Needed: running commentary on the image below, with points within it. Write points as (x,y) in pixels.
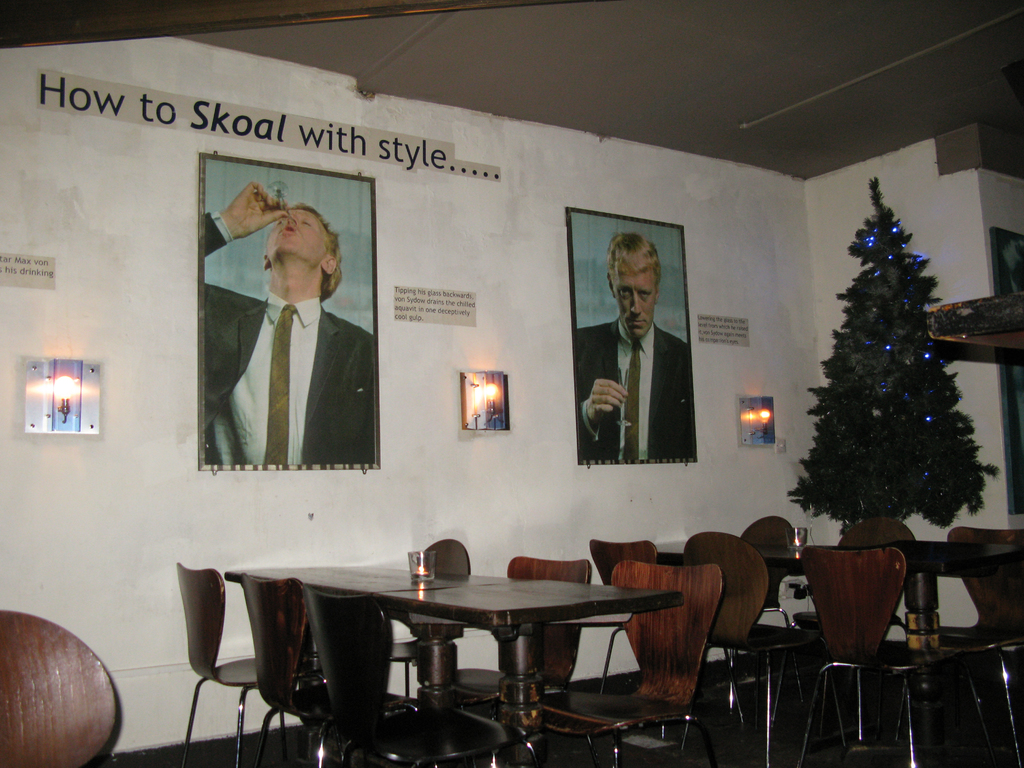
In this image I can see so many dining tables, behind them there is a tree (865,357) and also there are some posters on the wall (92,243).
